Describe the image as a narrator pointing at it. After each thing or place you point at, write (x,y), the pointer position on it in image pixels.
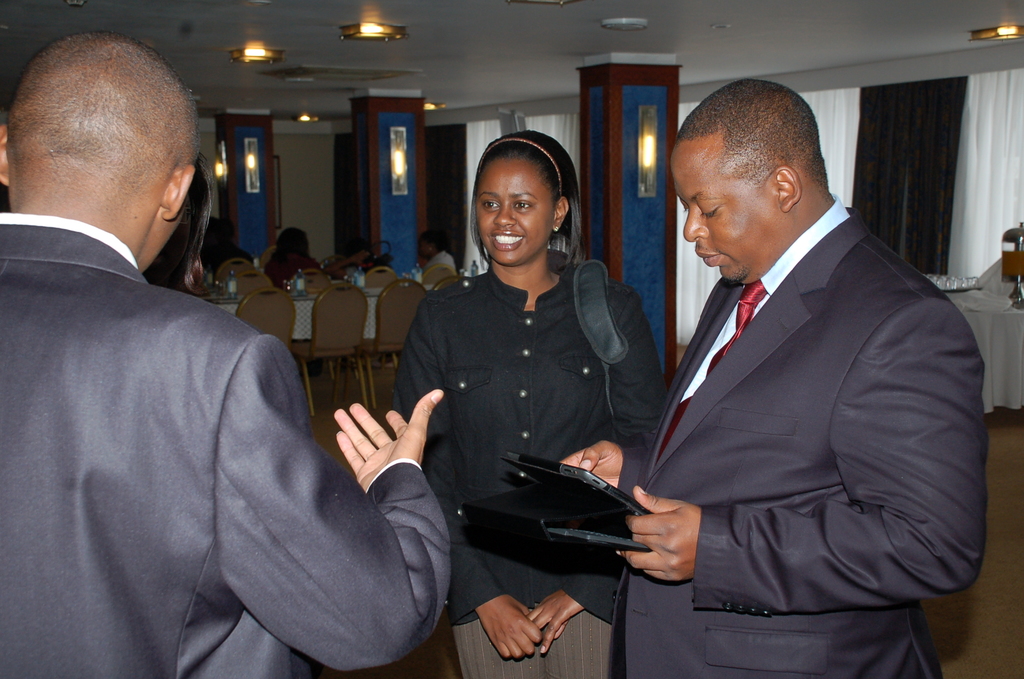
On the right side of the image (778,617) there is a man (890,391) standing and holding an object (557,509) in his hand (617,467). Beside him there is a lady (528,214) standing and smiling. On the left side of the image (83,337) there is a man (190,446). Behind them there are tables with few objects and also there are few people (284,257) sitting on the chairs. And there are pillars (421,186) with lights (644,179) and also there are curtains (921,155). On the right side (1004,315) there is a table (987,301) with a cloth (997,289) and some objects (1012,247) on it. At the top of the image (734,72) there is a ceiling (707,53) with lights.
